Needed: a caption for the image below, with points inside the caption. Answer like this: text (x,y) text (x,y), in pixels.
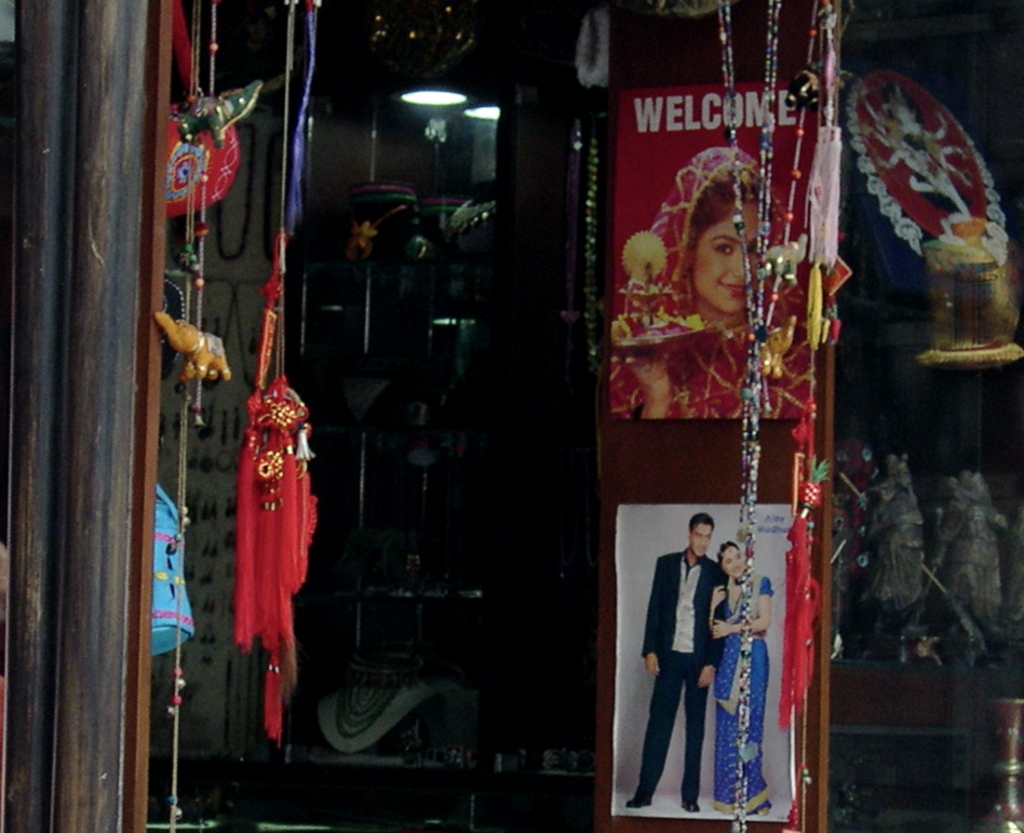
In this image we can see a store (572,385), in the store (556,400) we can see sculptures (907,506) placed in a rack (946,464) and posters (708,639) are sticked to a wooden door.
